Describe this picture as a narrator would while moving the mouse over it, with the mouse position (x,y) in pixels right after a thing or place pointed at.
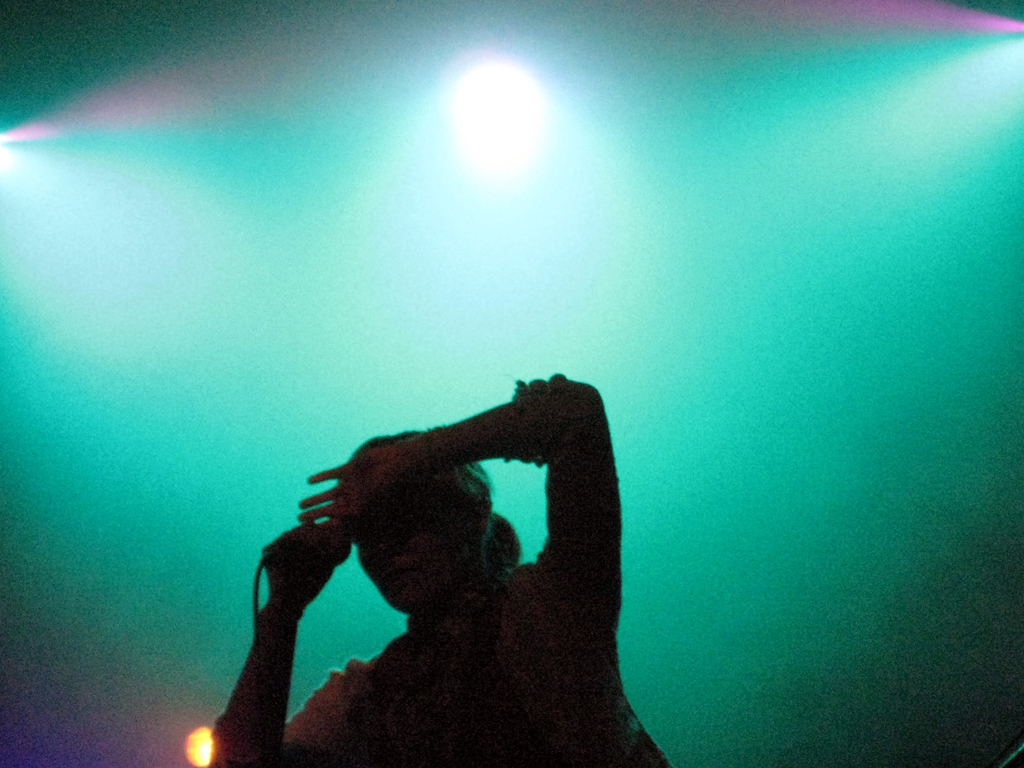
In this image, we can see a human (520,660) is holding a microphone (321,558) with wire (255,588). Background we can see the lights (184,143).
